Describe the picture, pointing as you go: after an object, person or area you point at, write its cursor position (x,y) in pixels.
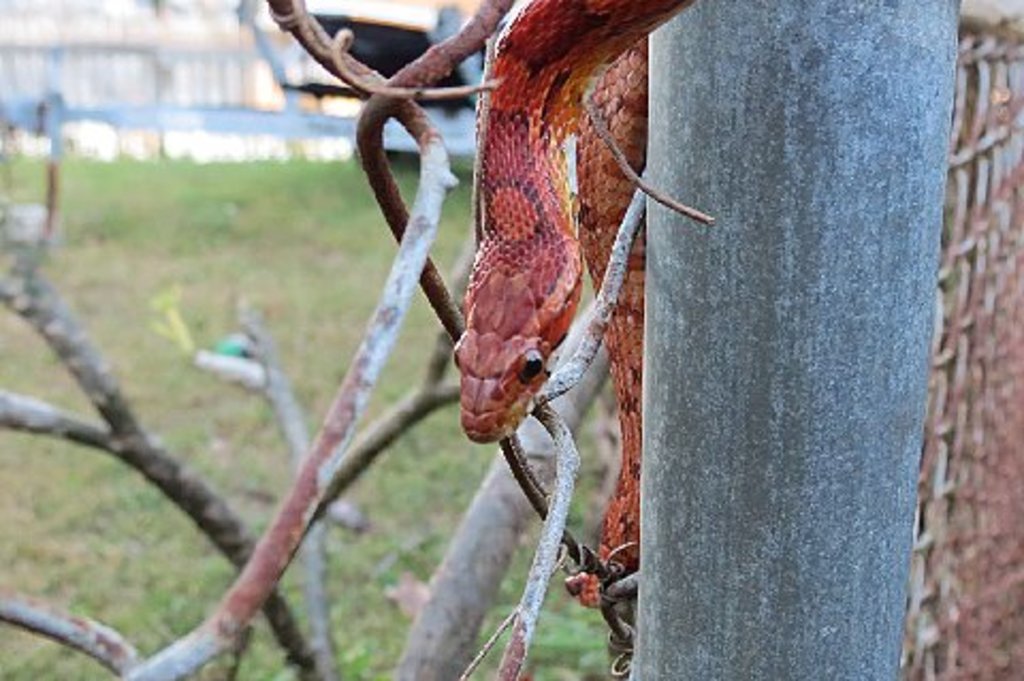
Here in this picture we can see a snake (508,68) present on a tree (614,274) and we can see the ground (403,564) is fully covered with grass (145,313) and beside the snake (554,194) we can see a pole (718,168) present.
